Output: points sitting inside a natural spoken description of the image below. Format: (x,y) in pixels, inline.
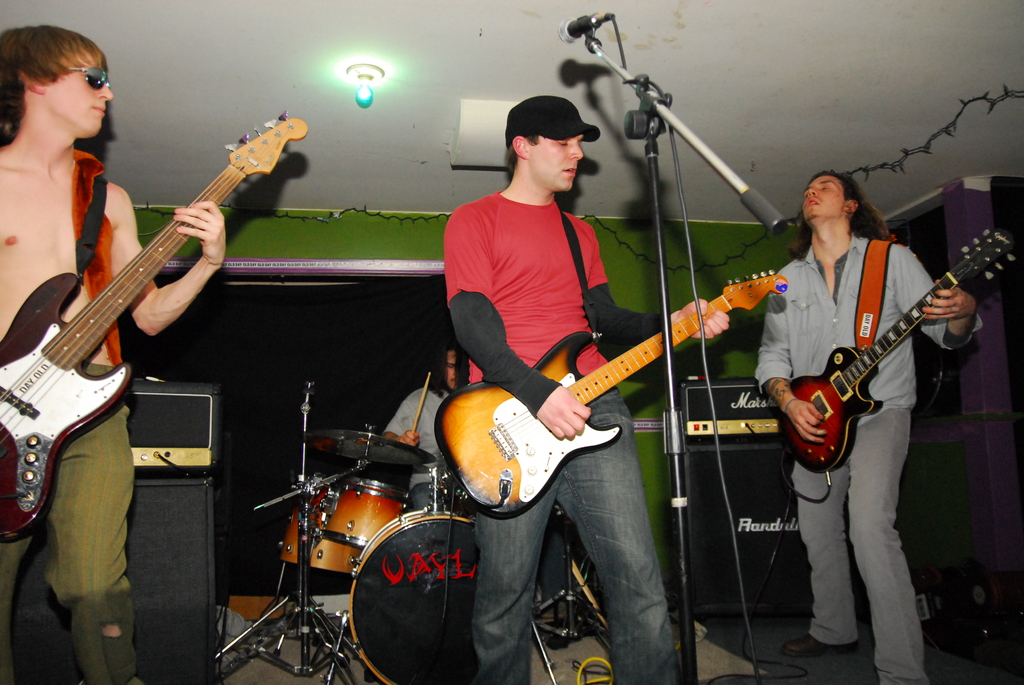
The picture is clicked inside a room (546,549). In the middle (616,453) one person (557,206) with black cap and red t shirt (539,257) is playing guitar (578,388). In front of him there is a microphone (571,29). On the left side (82,264) another person (76,259) is playing guitar (54,384). Behind him there is speaker (139,436). In the right side (904,459) the person (890,409) is playing guitar (842,367). Behind him there is a speaker (740,401). Beside him there is another music system (737,416). Behind the middle person (504,520) there is a person (436,413) playing drums (365,447). There is light (365,94) connected in the room (358,162).
